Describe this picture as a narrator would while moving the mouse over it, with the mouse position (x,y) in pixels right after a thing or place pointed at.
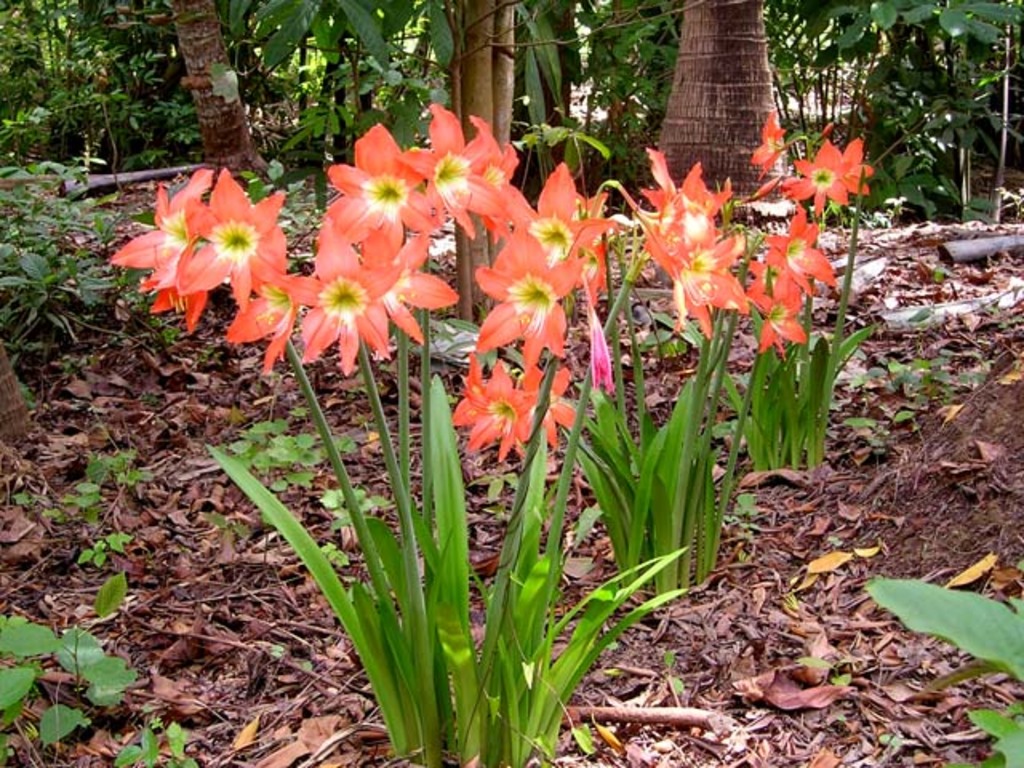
Here in this picture we can see flowers (397,289) present on plants (440,515) over there and we can also see dry leaves (163,362) and trees (478,111) and other plants (348,95) present all over there.
